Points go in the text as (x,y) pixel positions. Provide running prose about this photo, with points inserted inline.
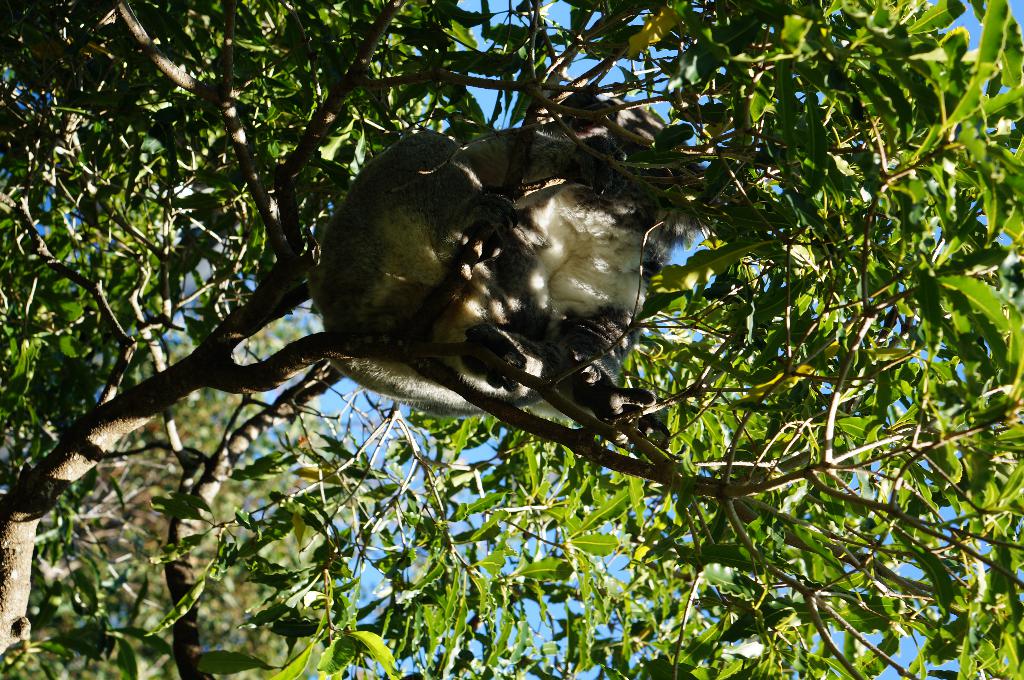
In the picture I can see an animal (405,232) on the tree branch (634,467). Here I can see green color leaves (547,464) to the tree (88,296) and in the background (323,394), I can see the sky (372,620).
